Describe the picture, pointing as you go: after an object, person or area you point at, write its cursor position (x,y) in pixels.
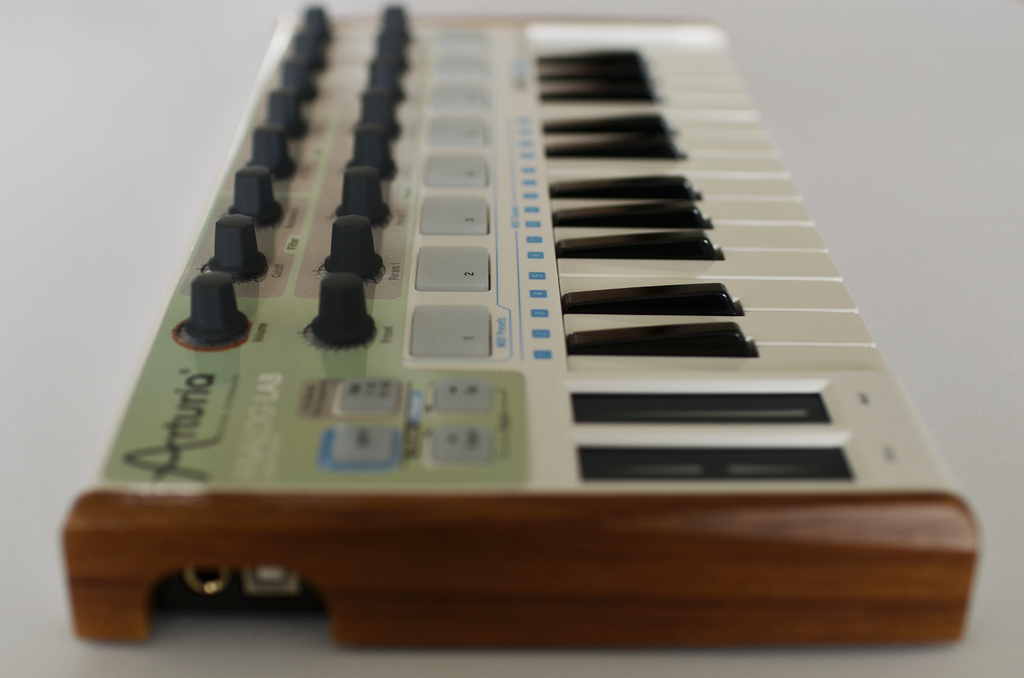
In this image i can see a piano (705,324).
